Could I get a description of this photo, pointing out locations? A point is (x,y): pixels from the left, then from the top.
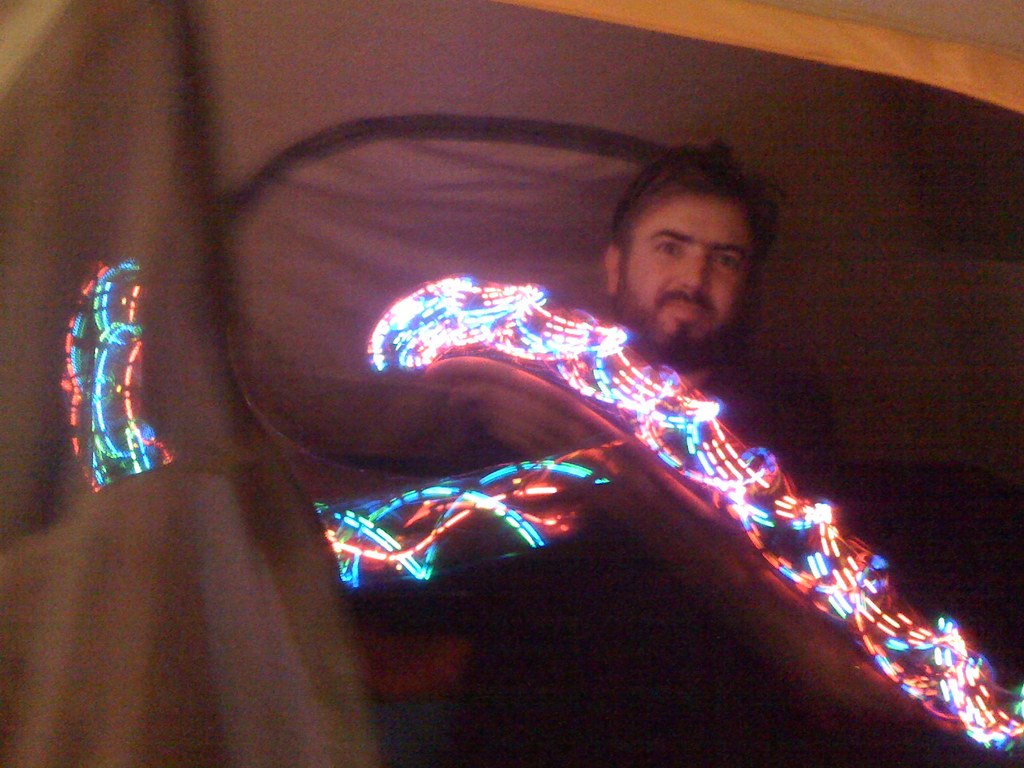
In the center of the picture (469,368) there is a man (694,214) lying. In the foreground (547,338) there are lights (547,324). Behind the man (741,271) there is a tent wall (326,219).
